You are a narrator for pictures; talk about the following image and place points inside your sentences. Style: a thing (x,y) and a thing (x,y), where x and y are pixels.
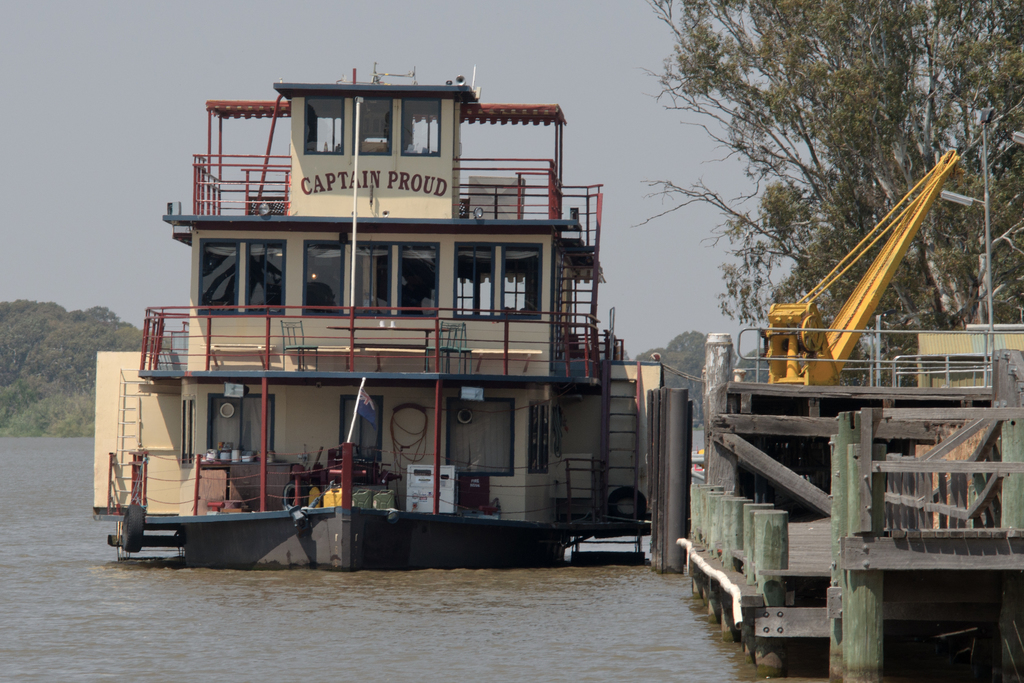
In this image, we can see a boat (291,479) on the water (353,625). Right side of the image (1012,501), we can see few wooden poles (840,527), railings (963,496), rods (840,362), few trees (938,310). Background (974,253) there are so many trees (54,350) and sky (394,26).
